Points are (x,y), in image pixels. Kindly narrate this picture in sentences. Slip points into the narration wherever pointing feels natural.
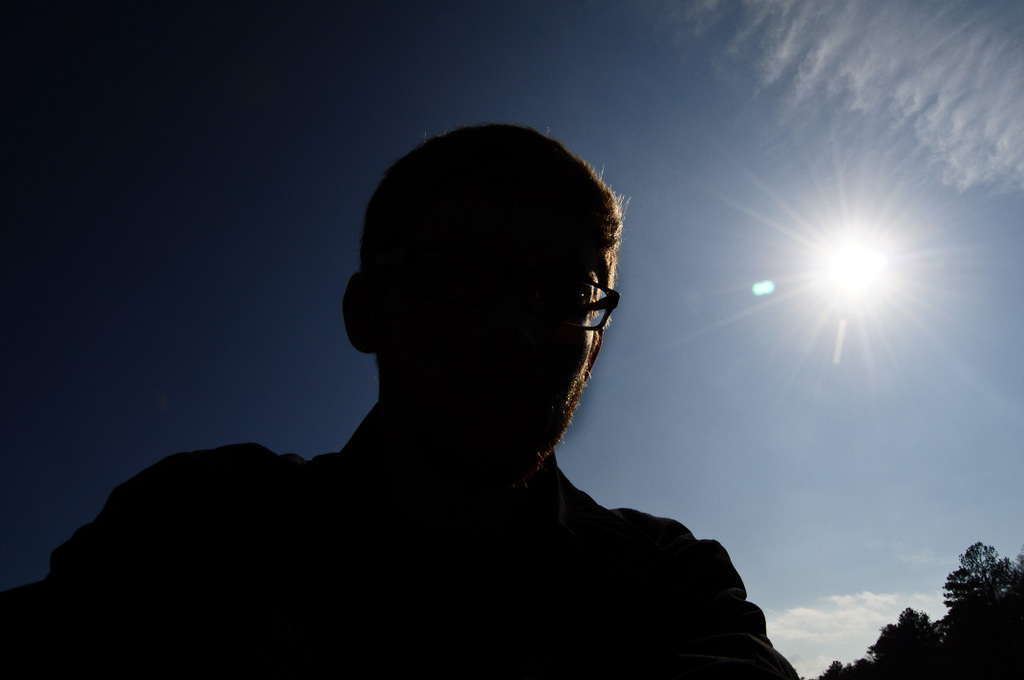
This picture is clicked outside. In the foreground (130,567) there is a man (595,543). In the background (855,464) there is a sky (734,204), sun (844,278) and the trees (917,645).
